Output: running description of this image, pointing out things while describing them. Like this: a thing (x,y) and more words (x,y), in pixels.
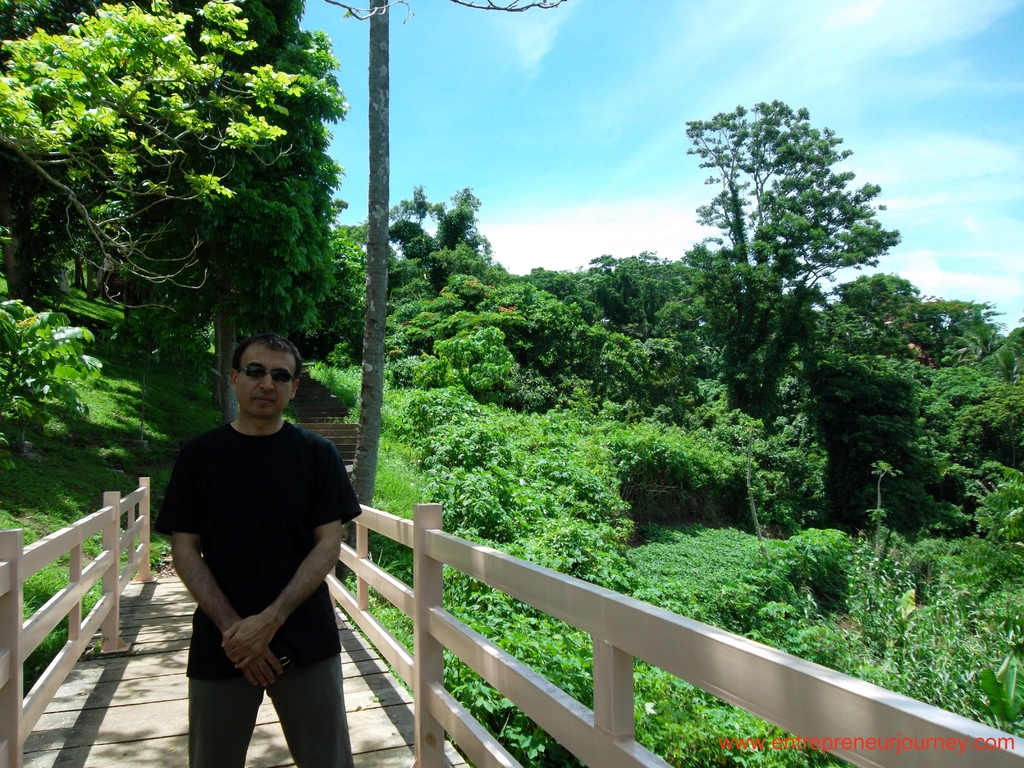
This image is taken outdoors. At the top of the image (478,125) there is the sky (771,74) with clouds (927,194). In the background (74,358) there are many trees (409,358) and plants (753,600) on the ground (391,443). There are a few stairs (325,425). At the bottom of the image (400,742) there is a wooden platform (148,717) and there are few railings (544,680). In the middle of the image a man (192,557) is standing on the wooden platform (352,700).
